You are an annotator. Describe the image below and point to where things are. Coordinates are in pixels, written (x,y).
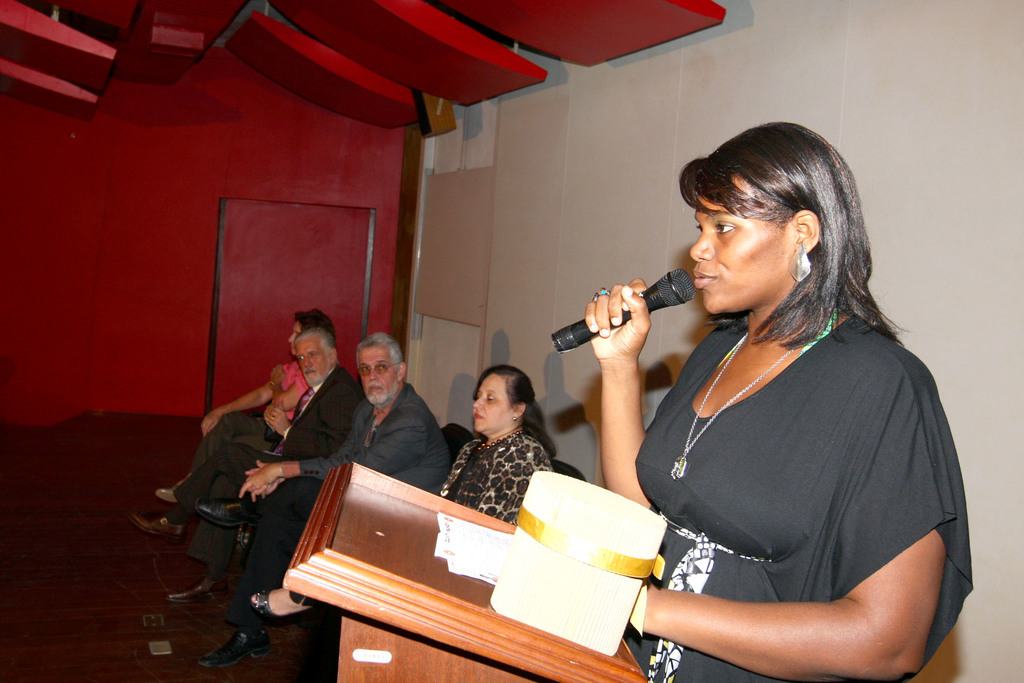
In this picture we can see a woman (619,298) is standing and holding a mic (667,294) in her hand (608,348). We can see a box (527,560) and few papers (501,541) on a wooden podium (330,546). Few people (306,472) are sitting on the chair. We can see a wall (255,199) is red in color.
